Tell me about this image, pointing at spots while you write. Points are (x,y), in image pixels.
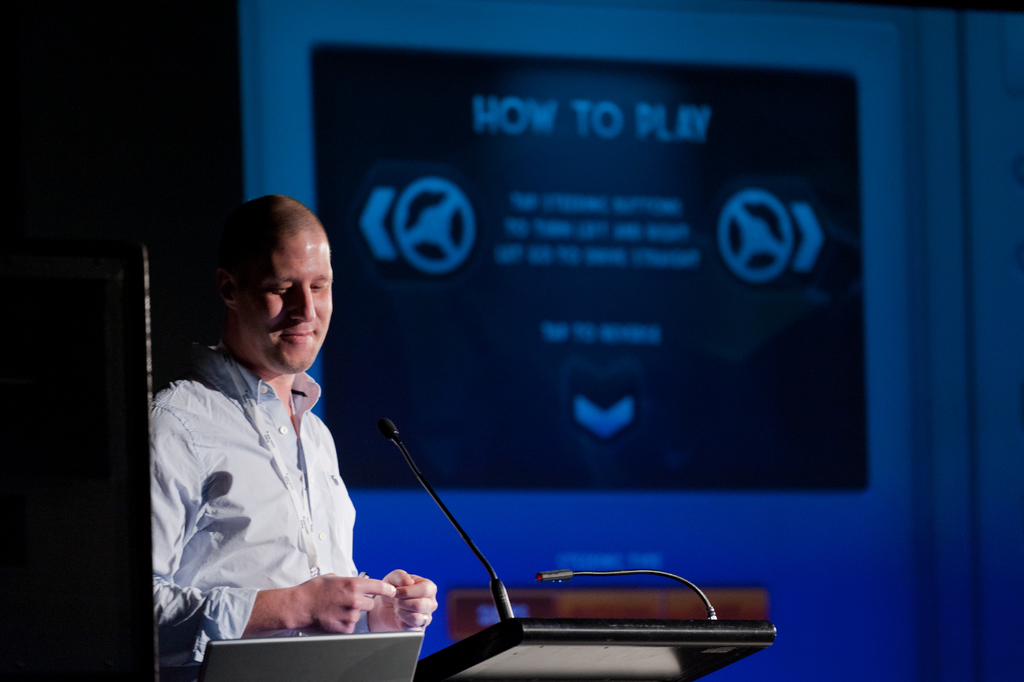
In this picture I can see a person (332,483) standing and talking in front of mike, behind there is a screen (605,251) with some text (660,256).
